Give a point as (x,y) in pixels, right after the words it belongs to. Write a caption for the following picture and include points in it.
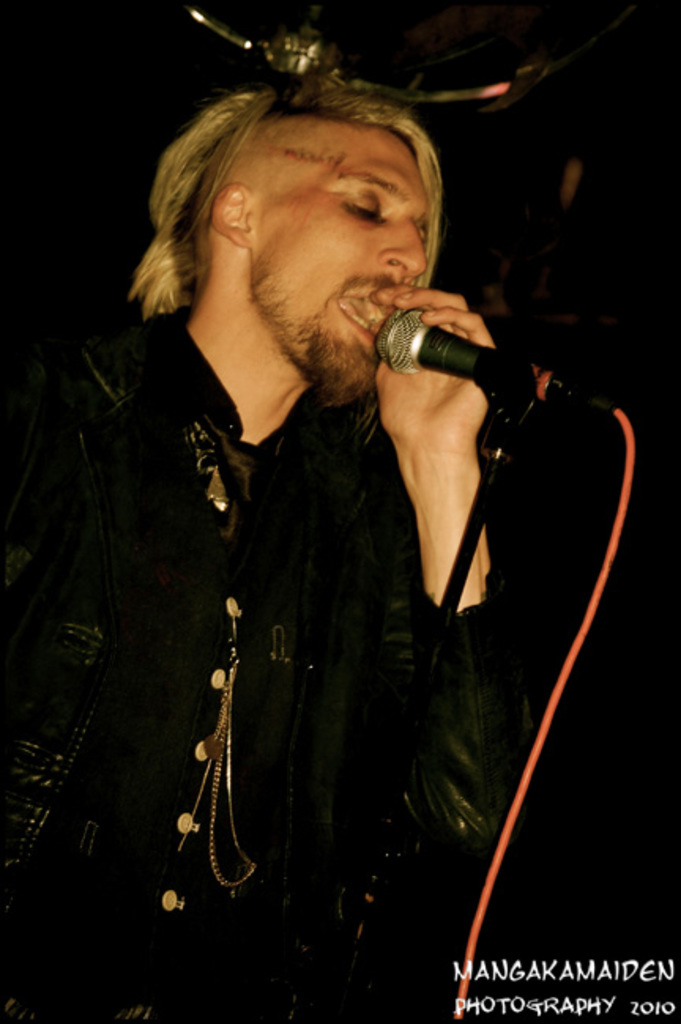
This the picture of a guy (326,595) who is wearing black color jacket (477,664) and holding a mic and sing the song.
